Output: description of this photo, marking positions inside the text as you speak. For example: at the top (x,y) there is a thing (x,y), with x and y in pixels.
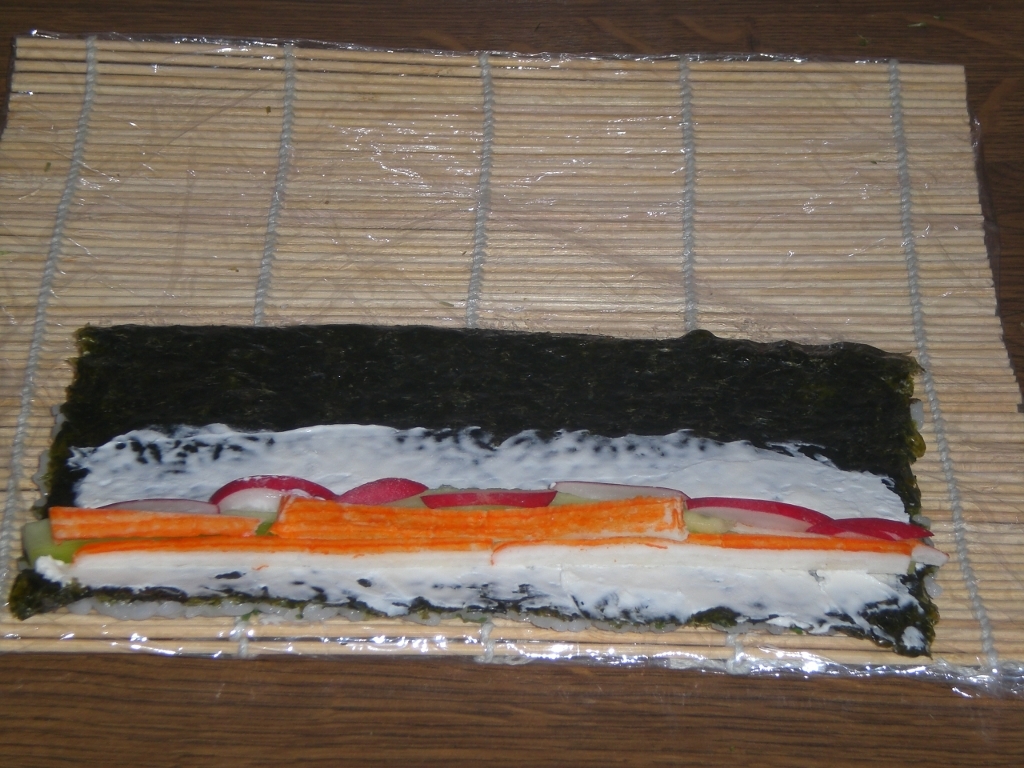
In this image I can see the food (719,455) on the bamboo-sticks (779,143). It is on the brown color surface (968,28).
